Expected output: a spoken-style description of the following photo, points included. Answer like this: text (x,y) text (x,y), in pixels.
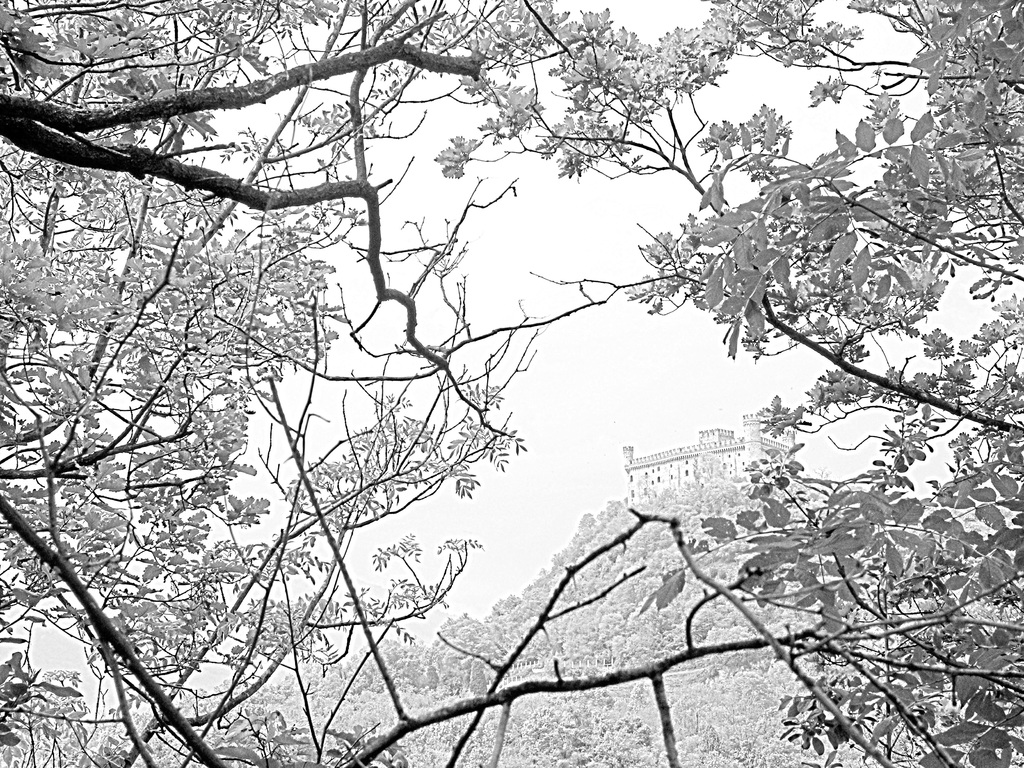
In this picture we can see few trees (759,494) and a building (708,452) in the middle of the image (666,474), it is a black and white photography.
